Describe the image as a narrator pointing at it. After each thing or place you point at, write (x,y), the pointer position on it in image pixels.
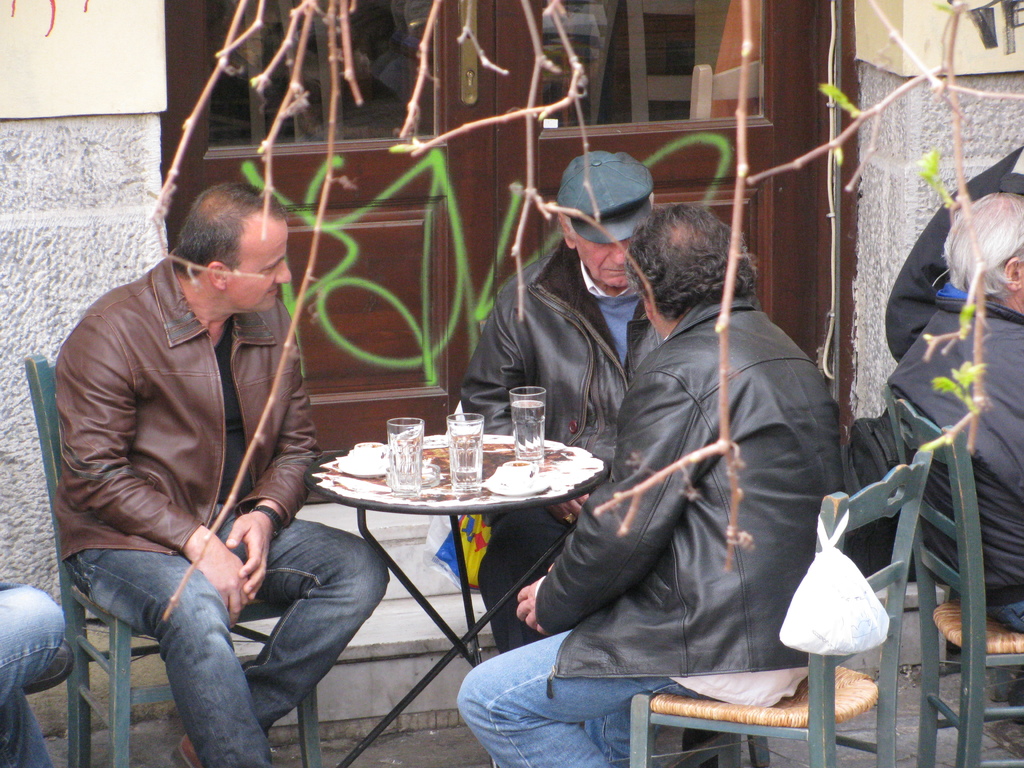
There are three men (553,395) sitting on chairs (801,696). And there is a table (548,467). On the table (554,456) there are three glasses (473,457) and some other items (431,483). A person (548,347) wearing a black jacket (584,314) and blue shirt (610,310) is wearing a cap (621,183). In the background (70,171) there is a white wall (118,182) and a door (516,138). On the chair (814,659) there is a cover (844,607).
